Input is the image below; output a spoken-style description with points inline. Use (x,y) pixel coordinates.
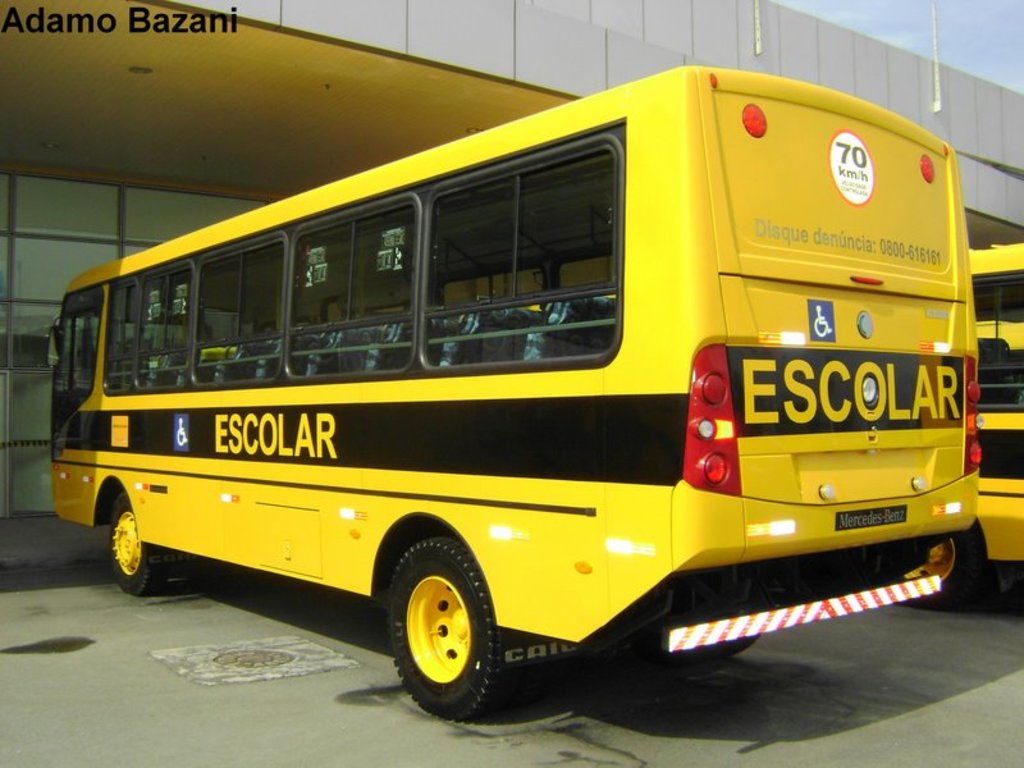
In the image I can see two buses (298,503) on which there is something written.
